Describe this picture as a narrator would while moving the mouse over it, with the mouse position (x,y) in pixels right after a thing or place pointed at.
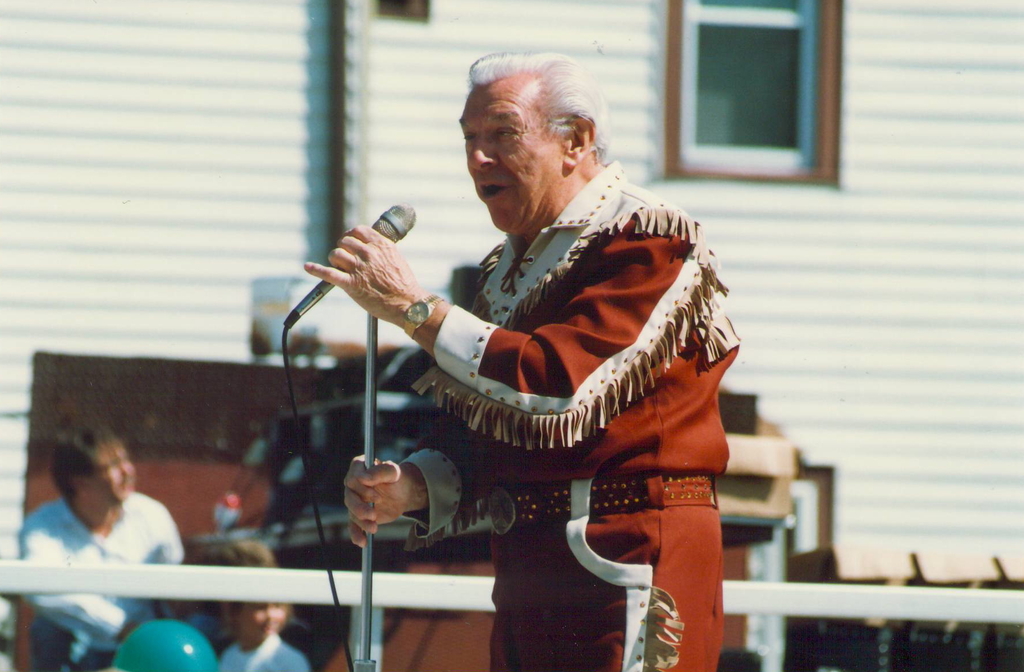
In this picture there is a man (621,343) standing and holding a mic (383,223). To the left (269,608), a person (154,496) and a child (244,616) is seen. There is a green balloon (162,638) and a wooden desk (259,396) in the background (212,437).
